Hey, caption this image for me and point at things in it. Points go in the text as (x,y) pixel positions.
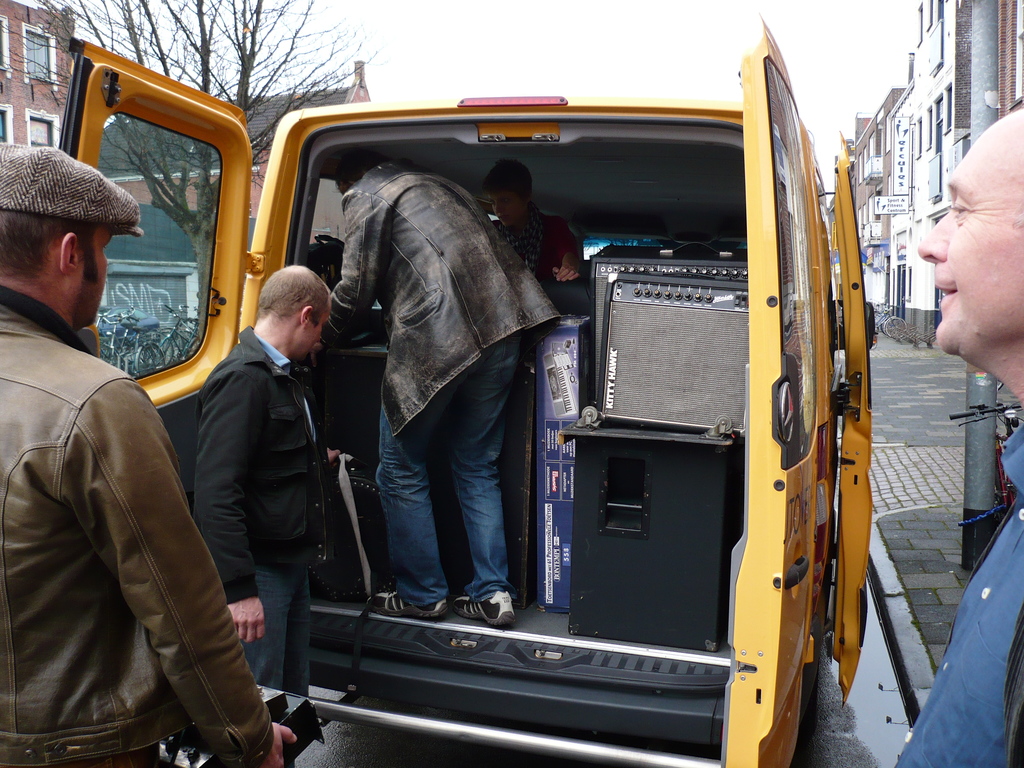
There are three persons (15,360) on the road (822,708). This is vehicle (657,704). A person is standing inside the vehicle (596,689). This is sky (502,72) and there are buildings (859,170). And there is a tree (203,248).
